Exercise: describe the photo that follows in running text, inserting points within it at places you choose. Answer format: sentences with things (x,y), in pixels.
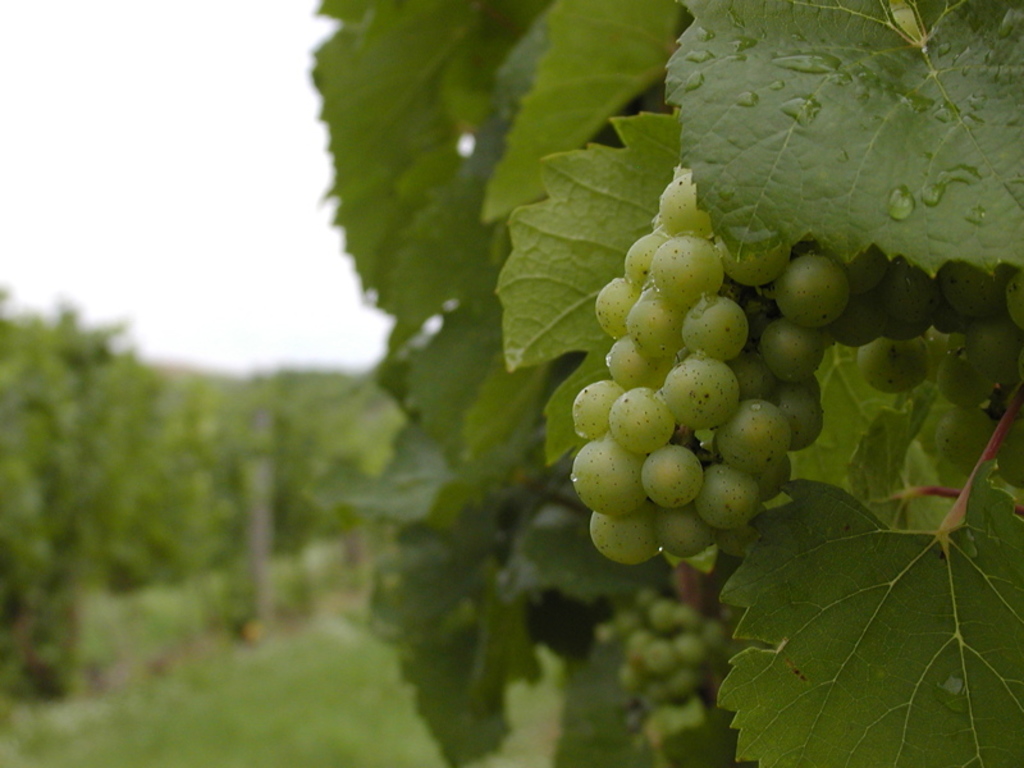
Right side of the image (762,106) we can see leaves (844,734) and grapes (682,313). Background (345,660) it is blur. We can see trees (227,447) and sky (199,214).
